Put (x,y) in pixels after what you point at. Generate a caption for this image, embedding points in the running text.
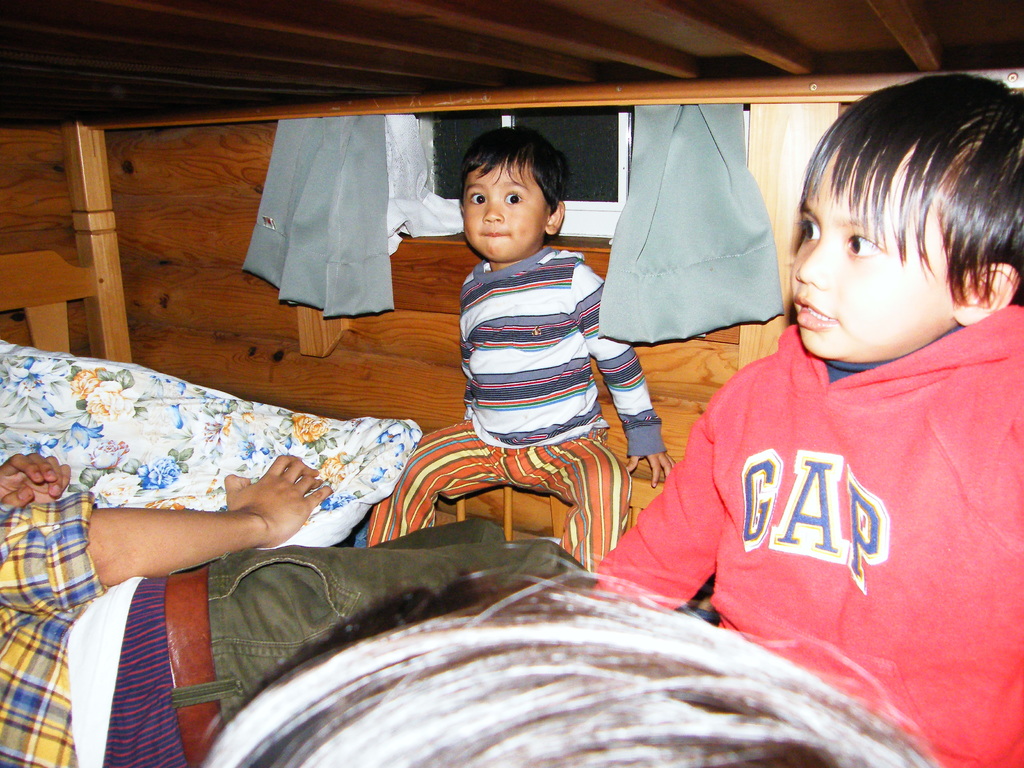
In this picture I can see a person (288,570) laying on the bed (316,526) and holding a pillow (340,440), there are two boys (666,483) sitting, and in the background (269,314) there is a wooden wall (269,314), curtains (684,157) and a window (608,134).
